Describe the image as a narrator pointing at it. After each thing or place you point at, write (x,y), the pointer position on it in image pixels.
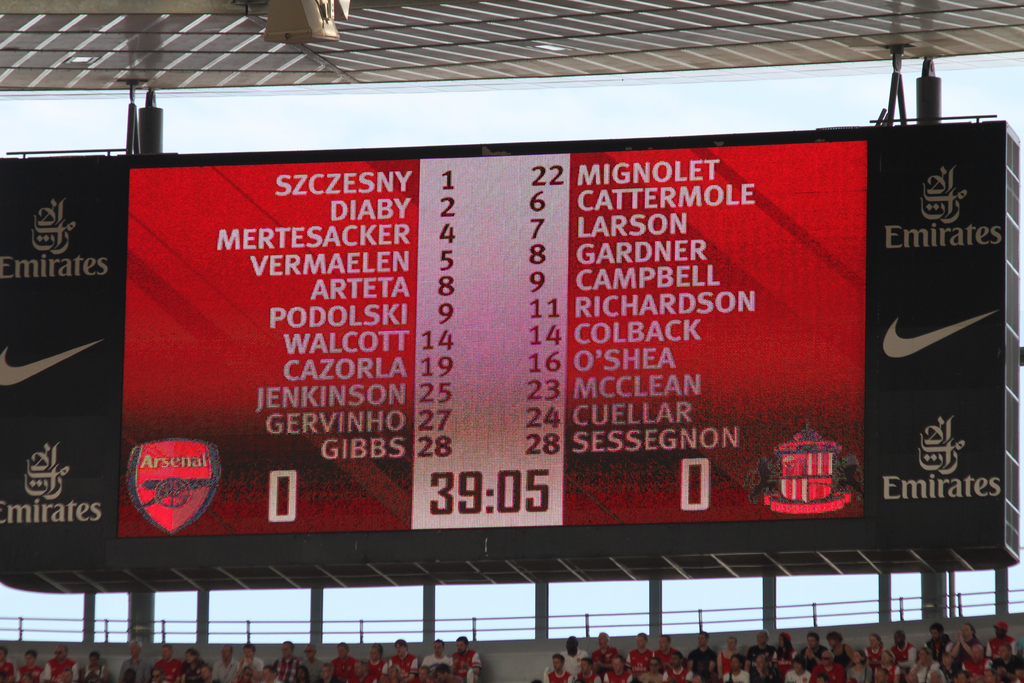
In the foreground of this image (336,341), there is a screen (224,417) to the ceiling (448,66). On the bottom (973,669), there is the crowd (228,673) sitting, a railing (683,623) and the sky (672,582) in the background (706,128).
